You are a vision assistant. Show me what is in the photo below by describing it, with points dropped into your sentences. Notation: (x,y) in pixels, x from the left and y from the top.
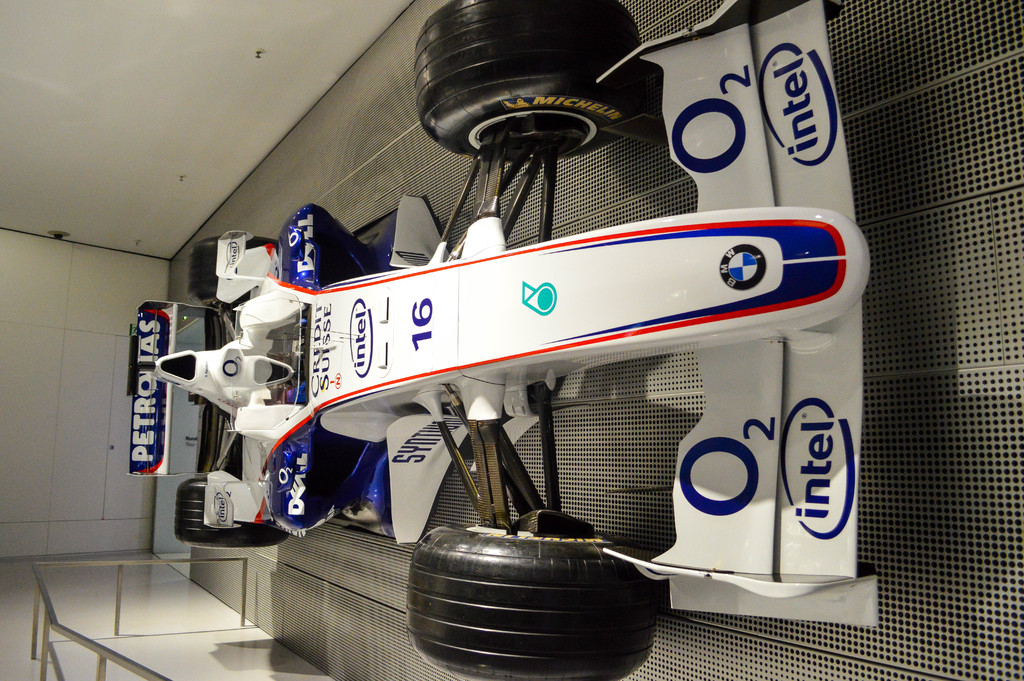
In this image in the front (315,417) there is a racing car (384,386) which is white and blue in colour with some text (361,362) and numbers (745,76) written on it and at the bottom left (119,606) there is railing (72,638) on the floor (165,586).
